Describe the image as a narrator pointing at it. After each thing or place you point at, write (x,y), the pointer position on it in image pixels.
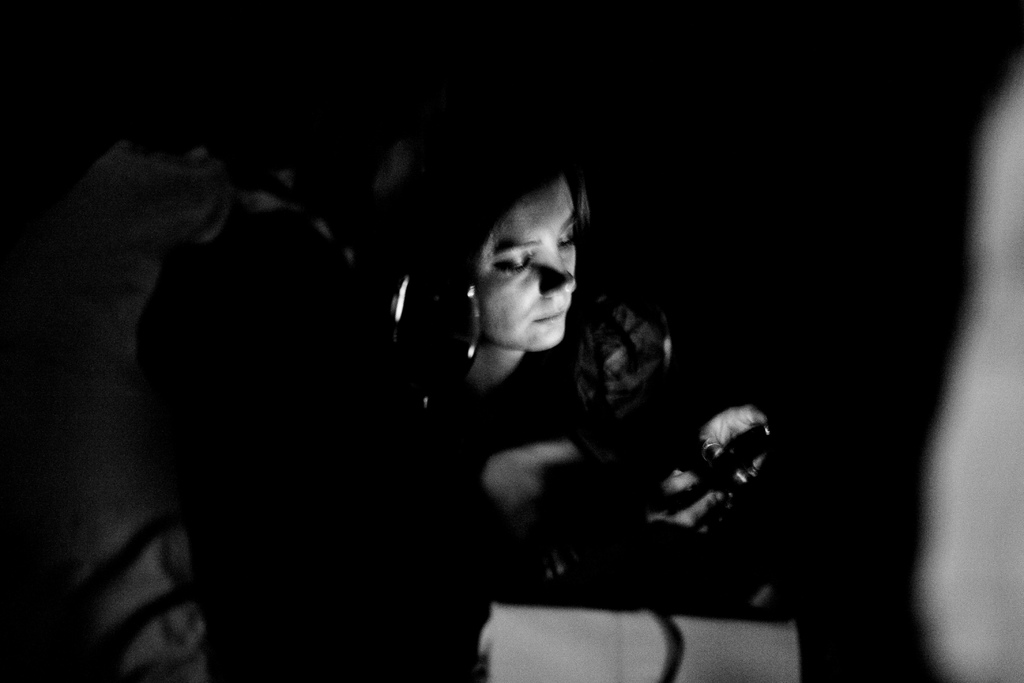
In this image I can see the person's face (481,314) and there is a black background (800,333).
